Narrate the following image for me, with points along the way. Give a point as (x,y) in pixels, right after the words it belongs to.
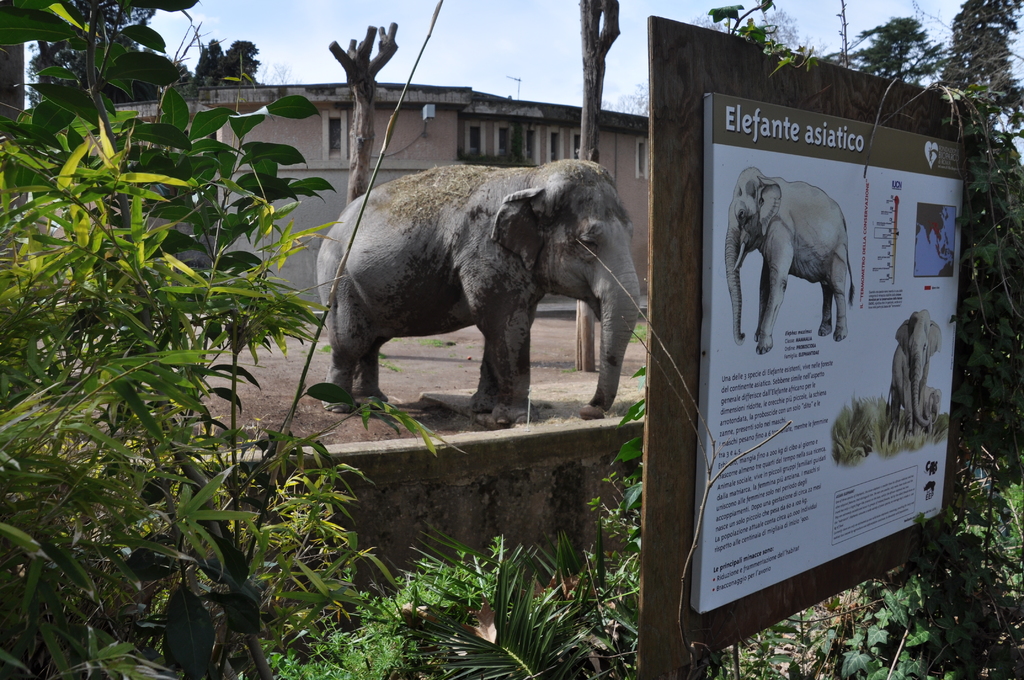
In this picture we can see a notice board (772,291), beside to the notice board (772,301) we can find few trees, in the background (449,234) we can see an elephant (556,270) and a building (463,122).
